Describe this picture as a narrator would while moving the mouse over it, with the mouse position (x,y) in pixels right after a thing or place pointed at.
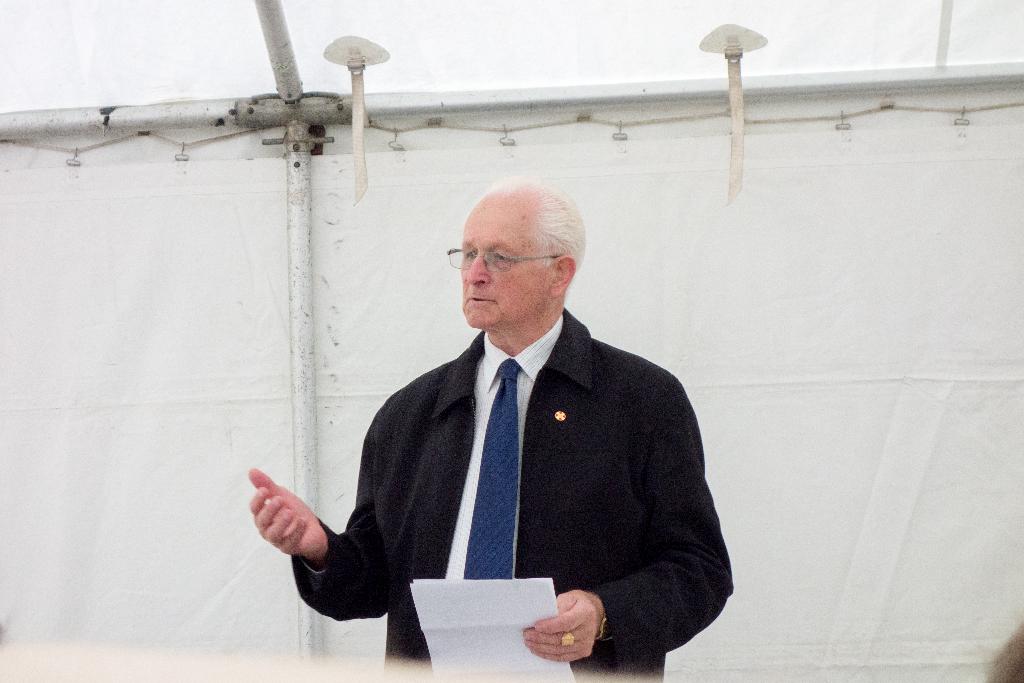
The man (537,370) in the middle of the picture (511,373) wearing white shirt (486,407), blue tie (493,481) and black blazer (539,456) is standing. He is wearing spectacles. He is holding a paper (490,647) in his hand (540,641). I think is talking. Behind him, we see iron rods (319,105) and a white sheet (767,344). I think he is standing under the white tent (505,0).
